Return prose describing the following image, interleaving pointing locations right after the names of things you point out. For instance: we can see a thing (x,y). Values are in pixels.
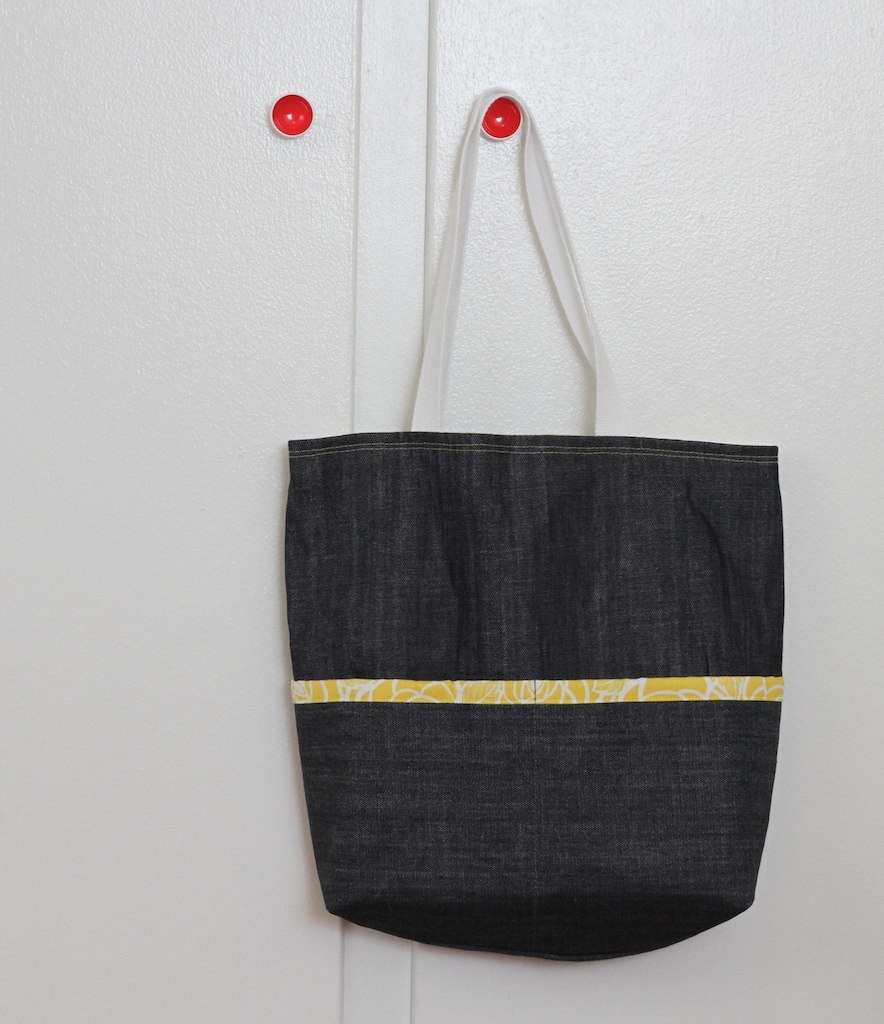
There is black bag (498,604) hanged to the red door knob (498,105) off white door (441,93) in the picture.
